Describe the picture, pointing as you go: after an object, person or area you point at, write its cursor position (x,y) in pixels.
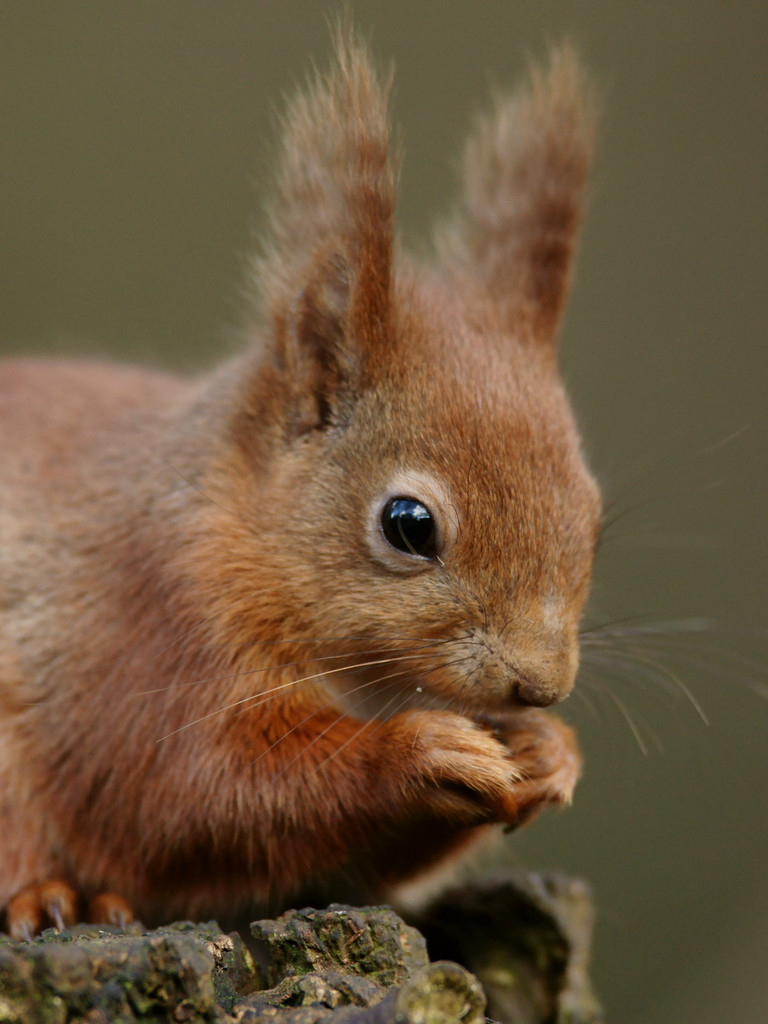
We can see a red squirrel (147,626) on a wooden piece (340,938). In the background (242,329) the image is blur.
